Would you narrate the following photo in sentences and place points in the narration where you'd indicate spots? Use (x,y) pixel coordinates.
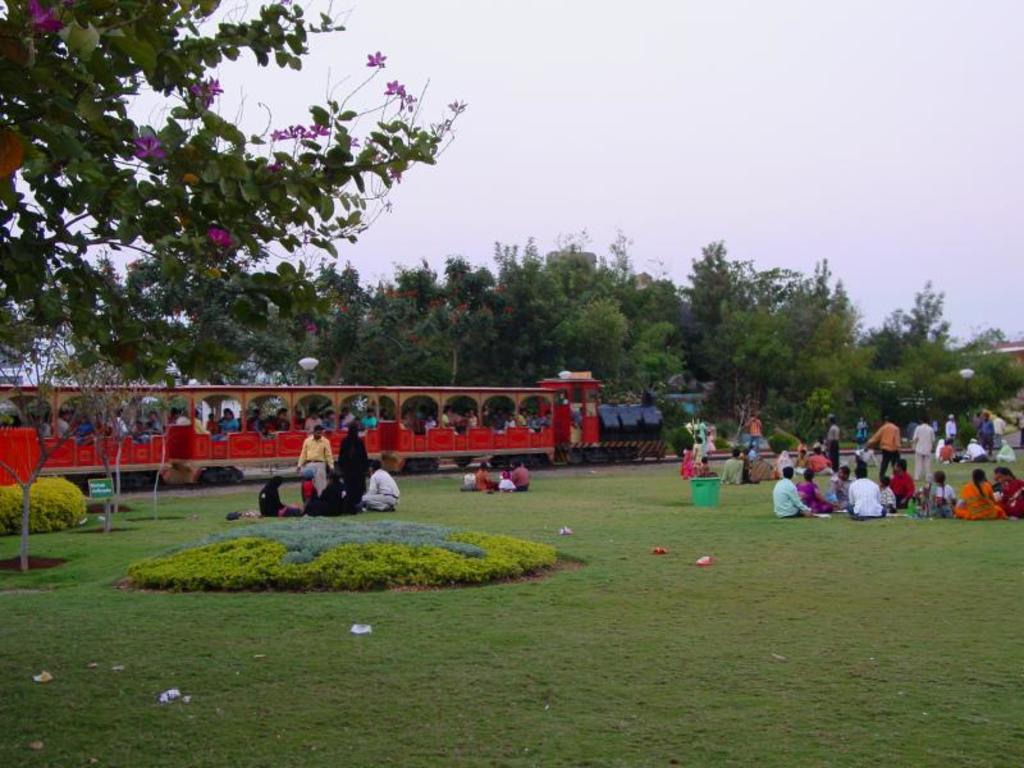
In the image there are many people (356,480) standing and sitting on the grassland (666,490) and in the back (466,394) there is a train (432,393) with trees (522,355) behind it and above its sky (771,148).
